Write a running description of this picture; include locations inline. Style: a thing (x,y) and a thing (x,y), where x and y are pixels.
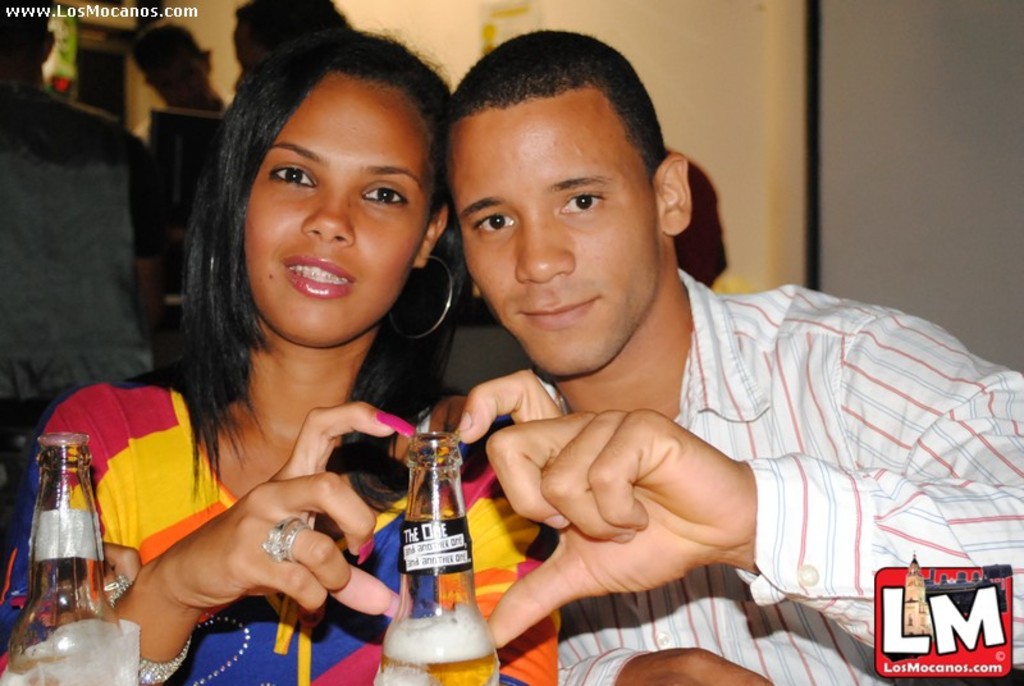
Two persons (423,422) are sitting. On the background (836,122) we can see wall (976,119), persons (172,85). We can see bottles (425,603).
